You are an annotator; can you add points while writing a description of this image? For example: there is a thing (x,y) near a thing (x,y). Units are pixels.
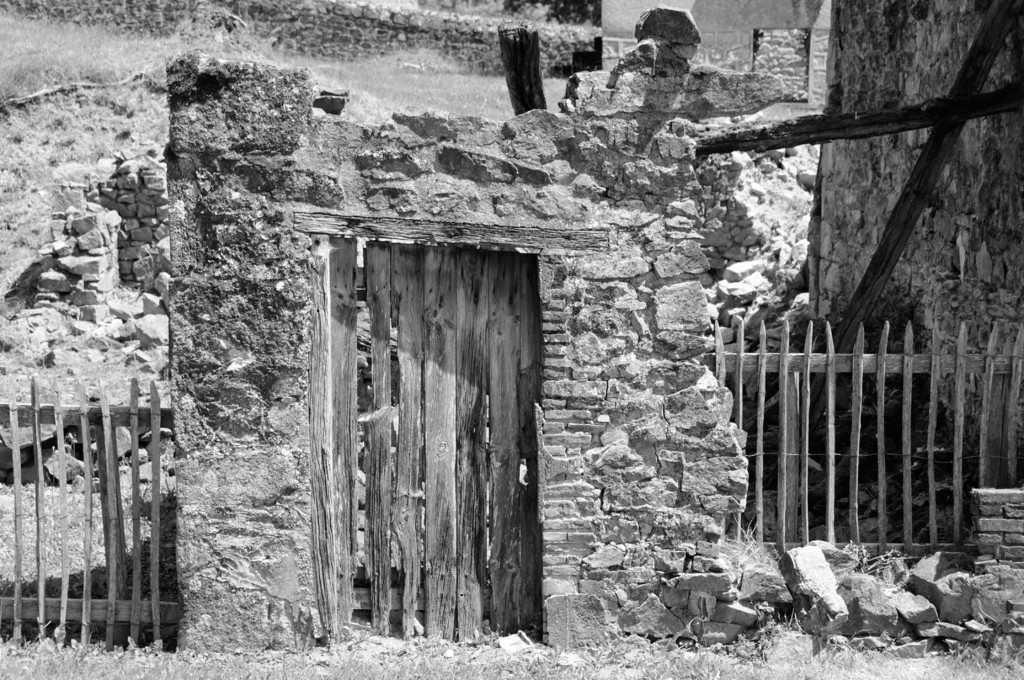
In this image we can see a monument (508,361). There is a wooden fence (137,511) in the image There is a grassy land (27,509) in the image.
